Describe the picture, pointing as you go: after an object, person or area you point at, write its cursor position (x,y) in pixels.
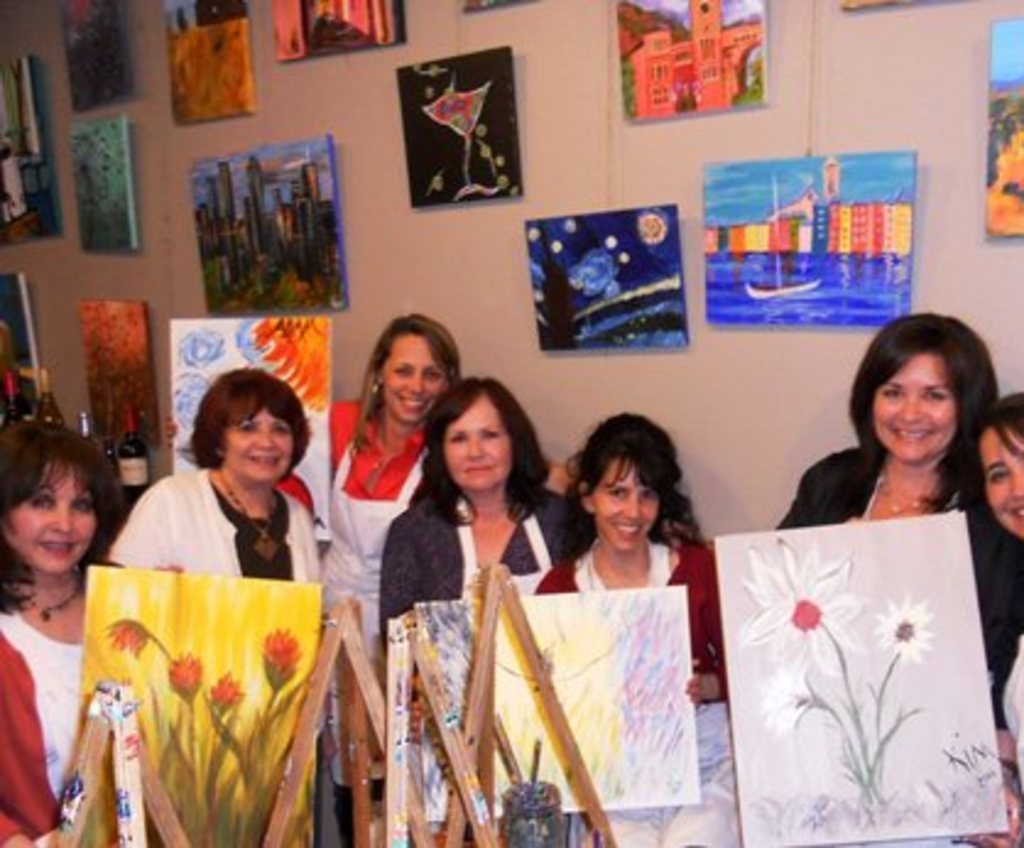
In this image we can see group of women (932,456) holding a paintings (217,708). In the background (569,22) we can see paintings (252,287) and wall (710,118).
